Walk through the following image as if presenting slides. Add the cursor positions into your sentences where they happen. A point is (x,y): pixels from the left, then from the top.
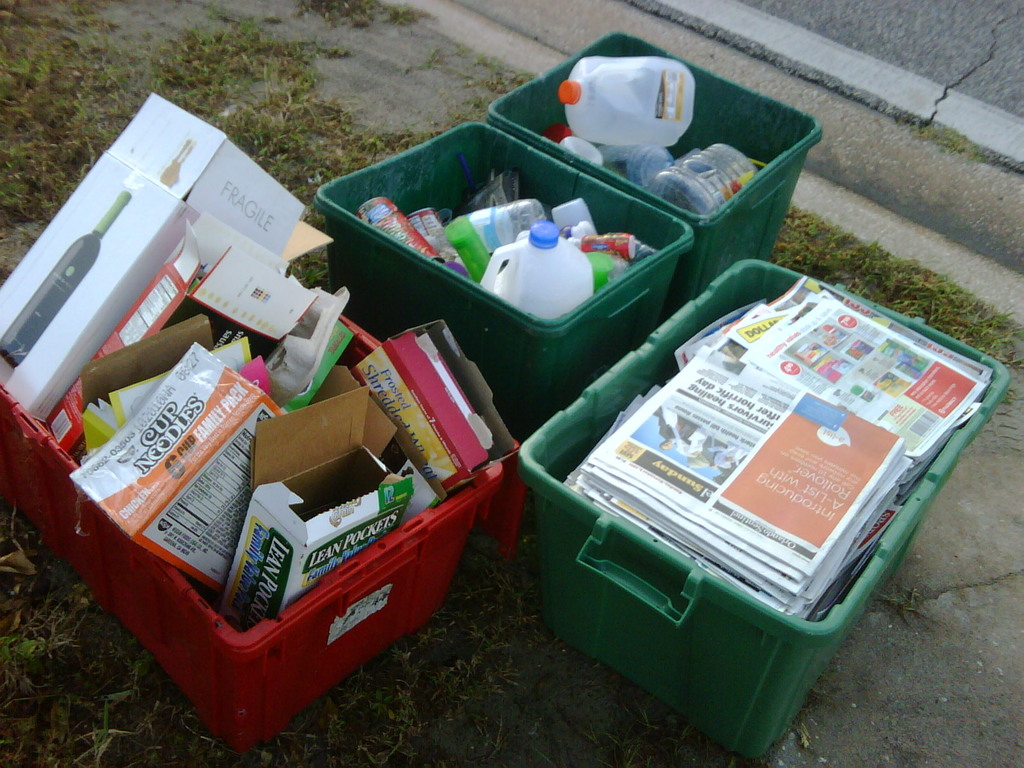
there are 4 baskets (462,523). 1 is red basket (285,623) on the left (308,634). other are green baskets (644,558). in the right baskets (670,598) there are newspapers (767,436). in the left (276,467) there are boxes (316,373). in the other 2 there are plastic bottles (654,188).
